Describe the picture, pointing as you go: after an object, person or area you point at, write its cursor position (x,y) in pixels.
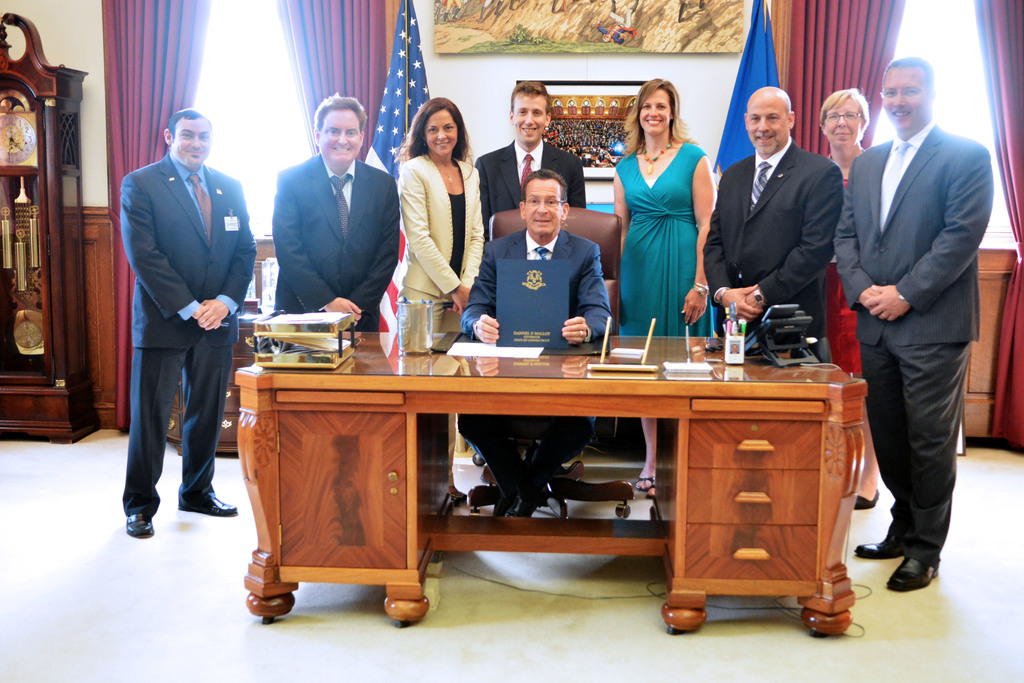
In this image there are six men (525,257) and three women (673,183). I can see two flags (766,71) behind people (753,222) standing over. I can see photo frame (588,97) attached to the wall (623,77). There are two windows (240,62) in this room (980,320) with the curtains (367,55) which are maroon in color. I can see a traditional wooden wall clock (50,199) at the left corner of the image (35,265). This is a table (488,368) where a telephone (768,342), pen stand (739,332), papers (497,354) and some objects (419,346) are placed. These are the desks (747,492) where things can be stored.
